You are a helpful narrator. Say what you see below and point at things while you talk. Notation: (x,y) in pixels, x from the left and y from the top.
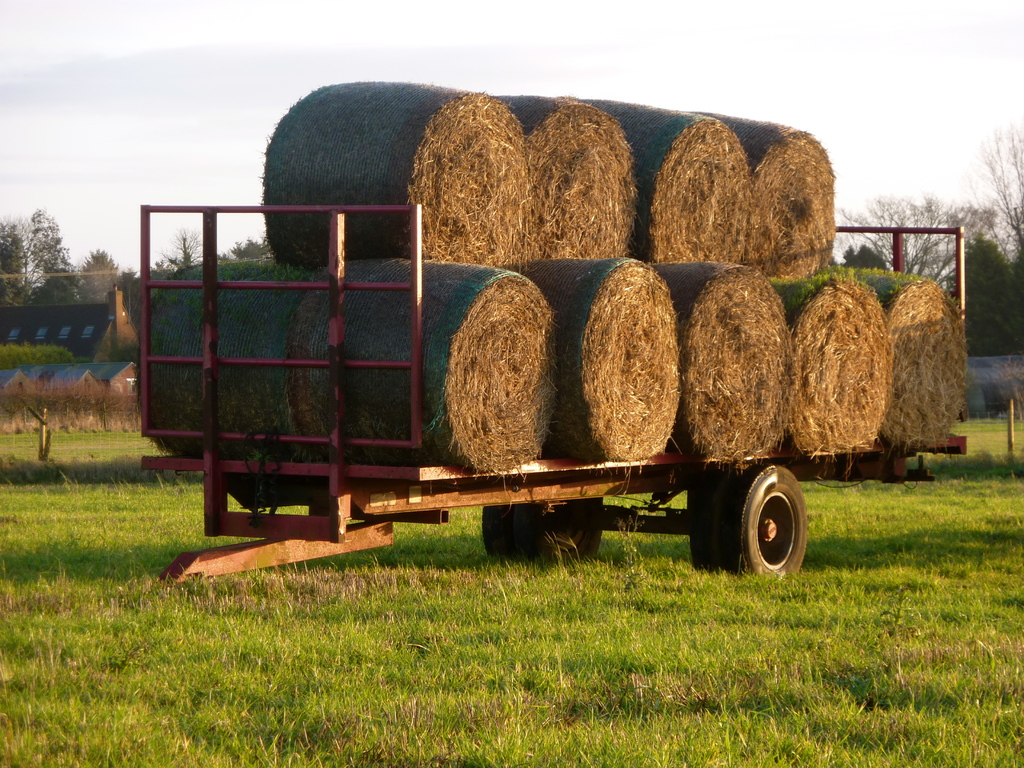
This image consists of grass (827,292) in the cart (383,470). There are big dry grass rolls (393,310) arranged in the cart (550,535). At the bottom (493,671), there is green grass (532,671). In the background (15,272), there are trees (20,289). At the top (151,19), there are clouds (151,19) in the sky (118,17).
